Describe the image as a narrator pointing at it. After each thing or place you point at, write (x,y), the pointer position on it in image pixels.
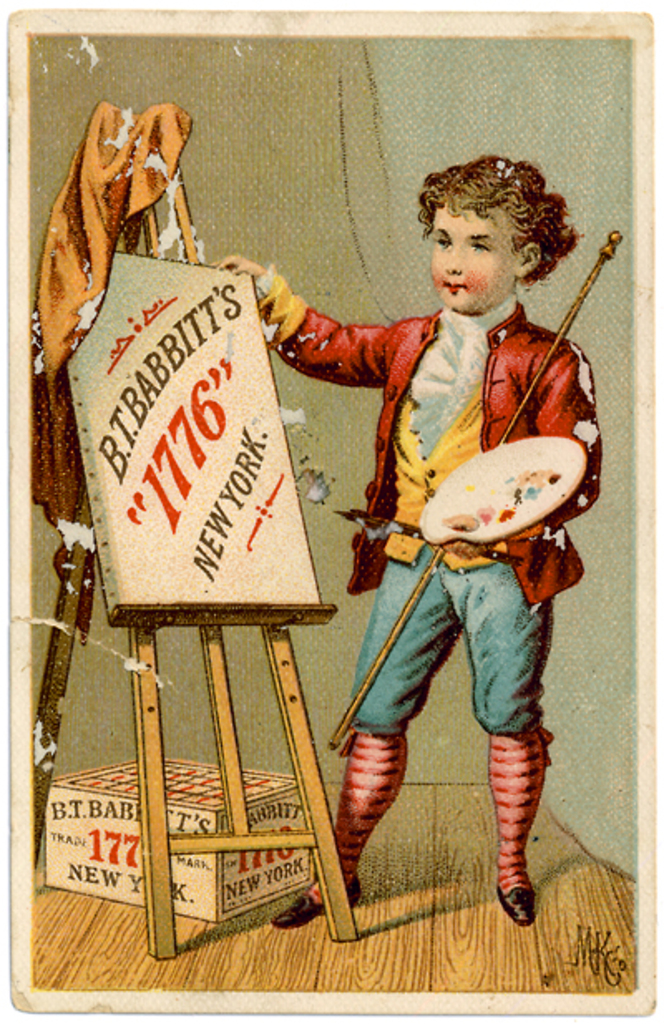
In this picture we can see a poster (306,622), in the poster (406,667) we can see a boy (508,407), he is holding a palette (461,508), in front of him we can see a box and a board (236,434).
